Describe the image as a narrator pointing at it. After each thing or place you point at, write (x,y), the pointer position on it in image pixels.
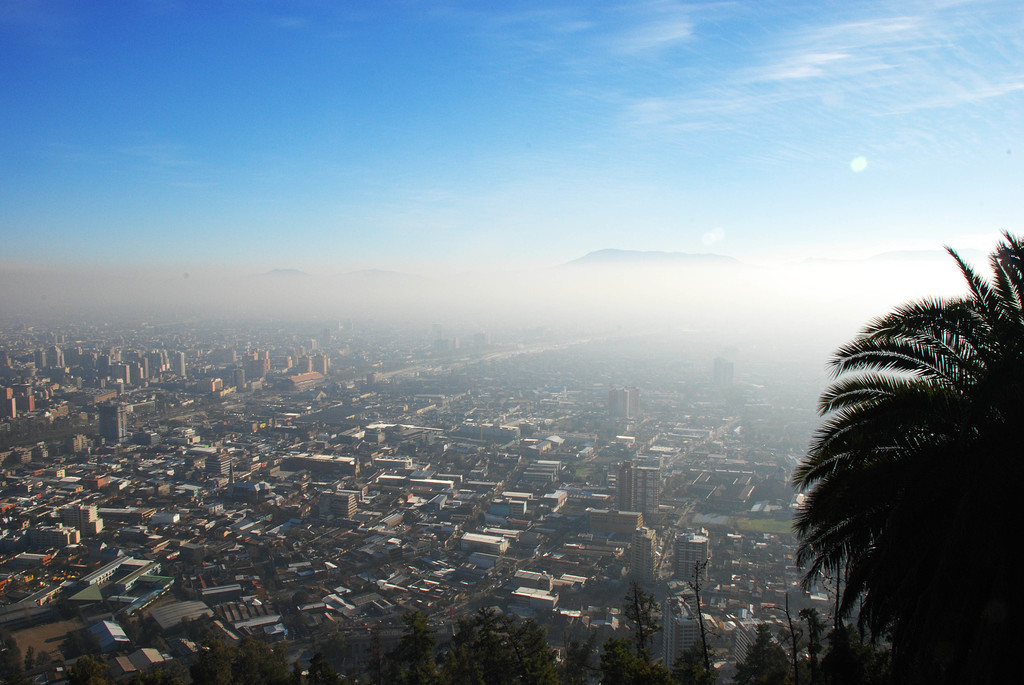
This is an aerial view, where we can see a city (341,490), the sky (315,146), clouds (475,270) and on the bottom of the image (481,674), there are trees (886,577).
